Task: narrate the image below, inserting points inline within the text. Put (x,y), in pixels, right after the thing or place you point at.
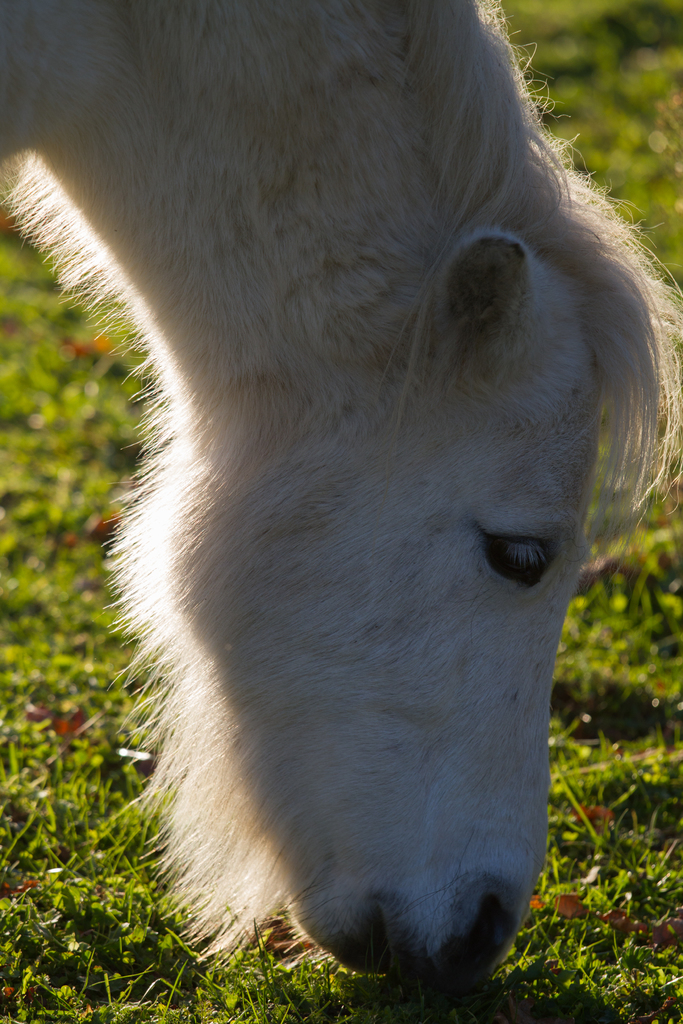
In this image I can see an animal (437,559) which is white in color. I can see some grass (117,720) on the ground (114,446).
